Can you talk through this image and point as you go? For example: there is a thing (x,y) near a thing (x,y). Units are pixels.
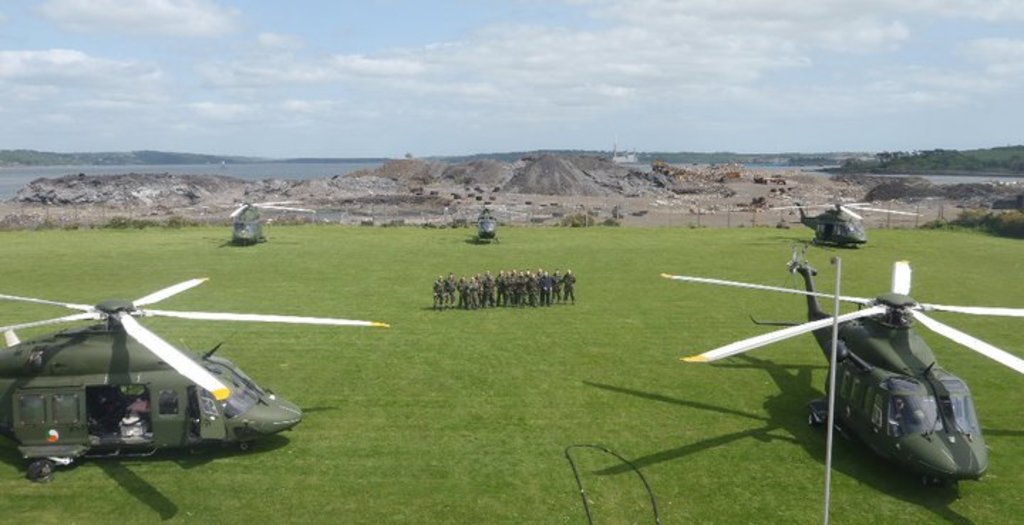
In this picture we can see helicopters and people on the ground (538,367) and in the background (954,20) we can see mountains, sky (952,64) and some objects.
